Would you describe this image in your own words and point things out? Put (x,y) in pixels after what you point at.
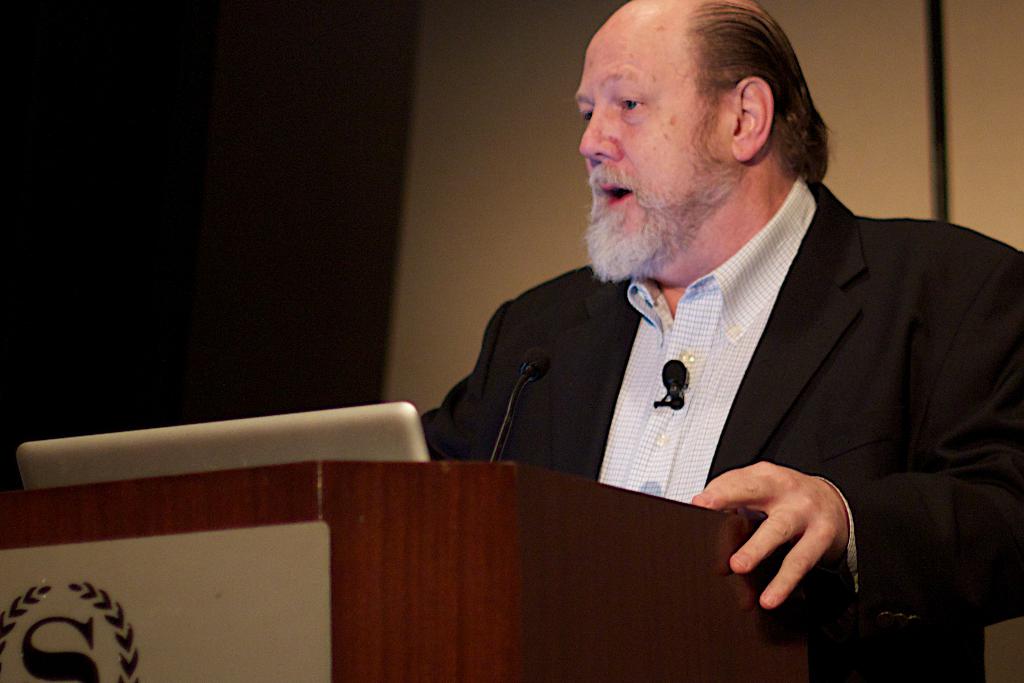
In this image there is one person (670,304) who is talking, in front of him there is a podium (425,549), mike (513,394) and it seems that there is a laptop (259,429) and there is a blurry background (947,88) but we could see some objects (313,272).
